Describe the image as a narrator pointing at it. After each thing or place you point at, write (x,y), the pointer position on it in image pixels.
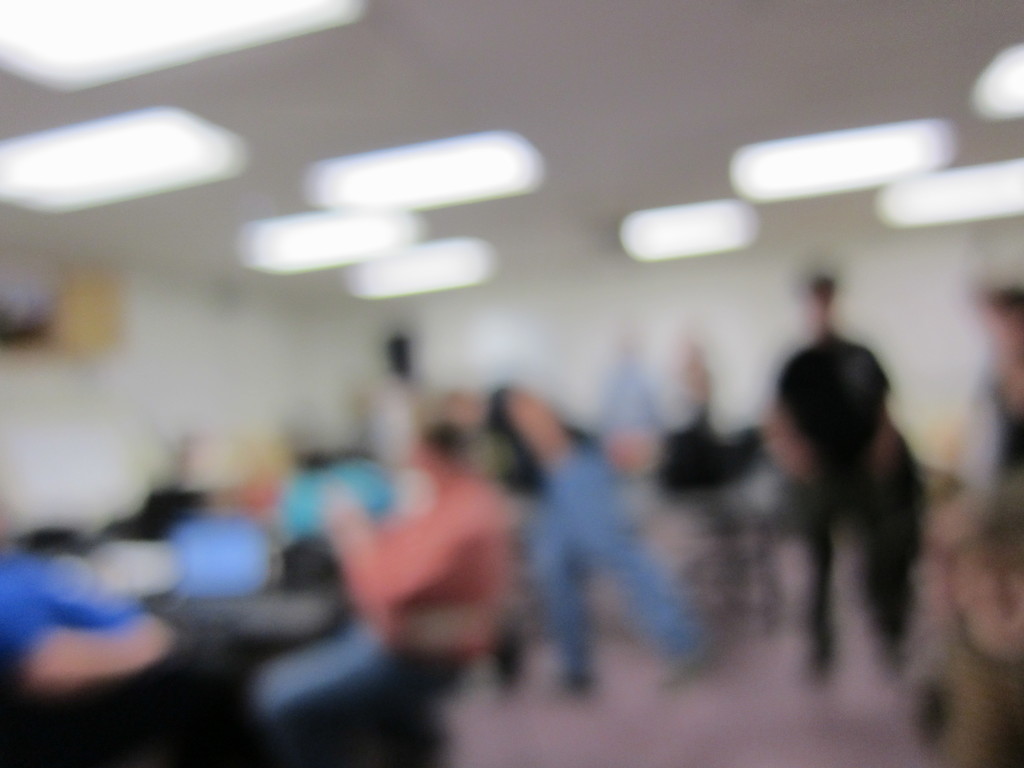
This is a blur image. In this image few people (593,502) are visible. At the top (401,166) there are some lights (401,179).
